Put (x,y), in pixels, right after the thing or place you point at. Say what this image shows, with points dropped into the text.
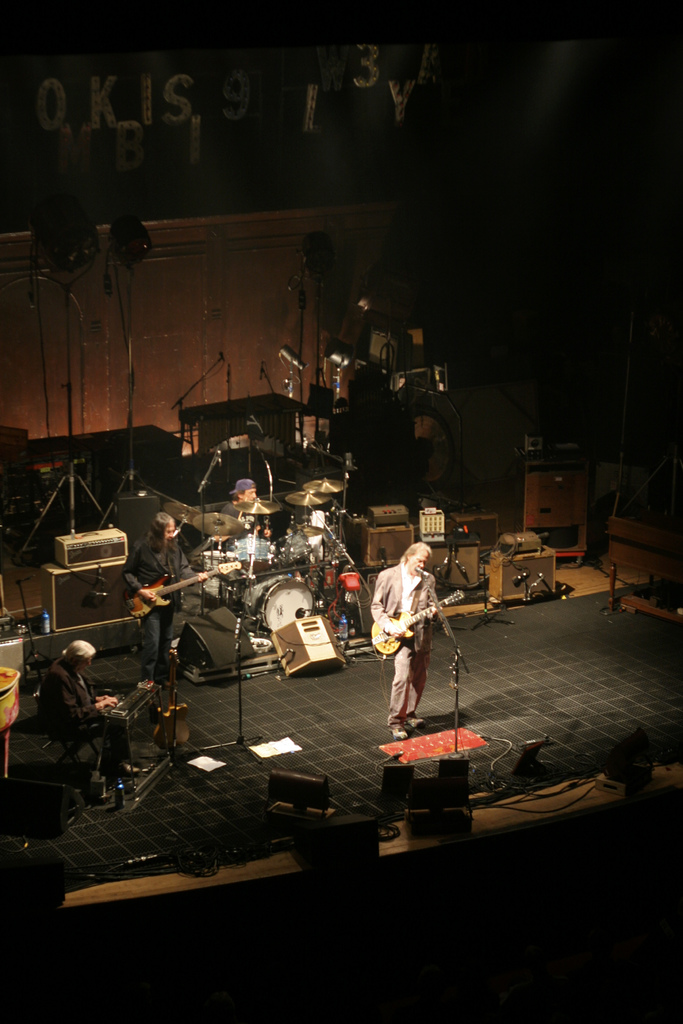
In this image we can see a few people (148,659) playing musical instruments (242,583) on the stage (444,694) and there is a person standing and holding a guitar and singing and there is a mic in front of him. There are some stage lights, speakers (358,836) and some other objects (312,523) on the stage (438,834).
